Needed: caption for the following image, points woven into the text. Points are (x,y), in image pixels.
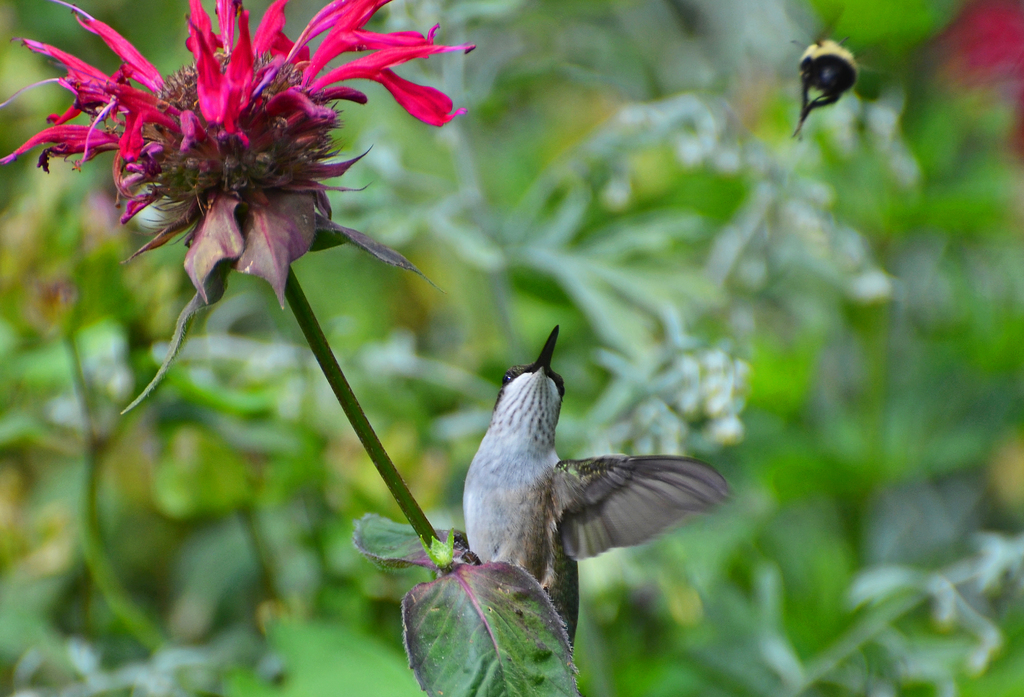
In this image there is a flower (253,203), there is a bird (537,521) on the plant (433,552), the background of the image (854,440) is blurred.
